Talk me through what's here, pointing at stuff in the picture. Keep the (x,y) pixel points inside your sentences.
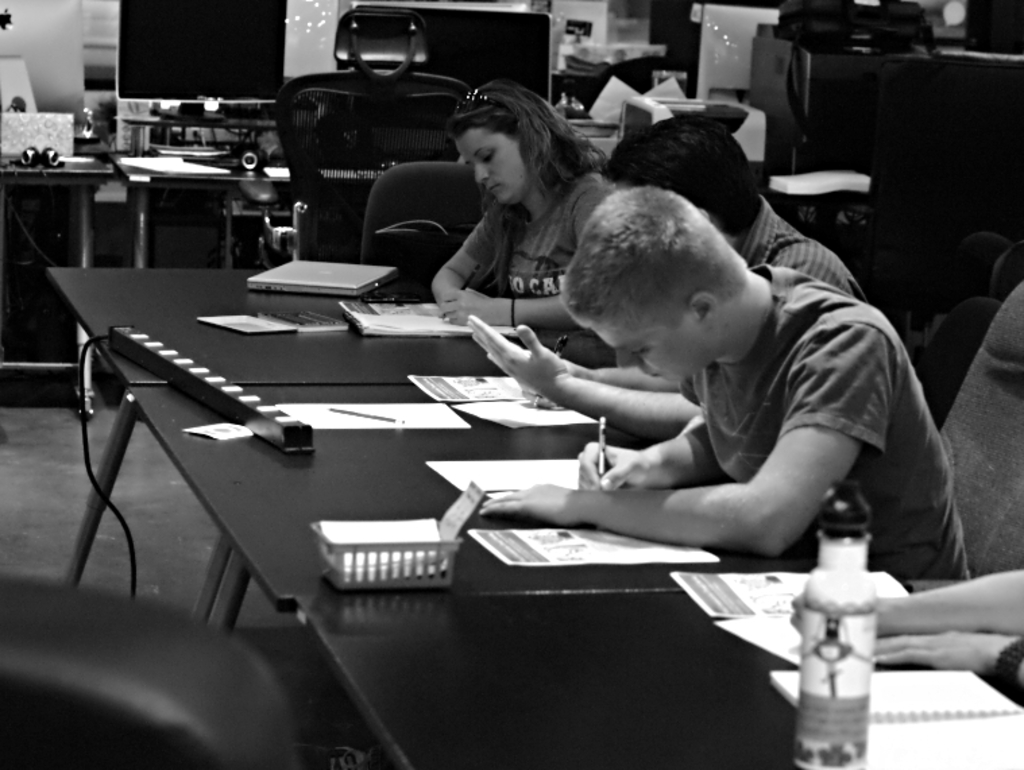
In this image, there is an inside view of a room (877,165). There are three persons (787,336) wearing clothes (765,241) and sitting in front of the table (364,463). This table (364,449) contains bottle (842,652), laptop (324,271) and some papers (605,548). There are two monitor (459,46) in the top left of the image (219,42).
